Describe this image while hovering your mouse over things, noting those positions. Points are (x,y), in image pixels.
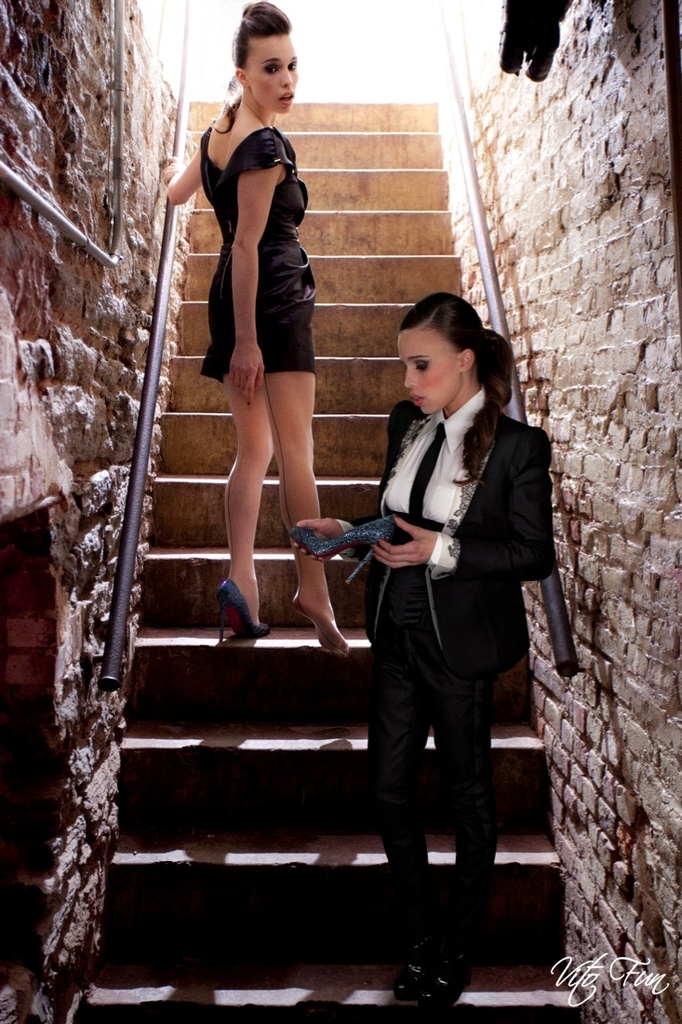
In this picture there is a girl (483,592) wearing black top (461,549), standing on the steps (331,334) and holding a shoe (340,547) in the hand (337,530). Behind there is a another girl (271,270) wearing black top (271,226) is looking and giving a pose. On both the side there is a brick wall (147,524) and black color railing pipe (125,624).
